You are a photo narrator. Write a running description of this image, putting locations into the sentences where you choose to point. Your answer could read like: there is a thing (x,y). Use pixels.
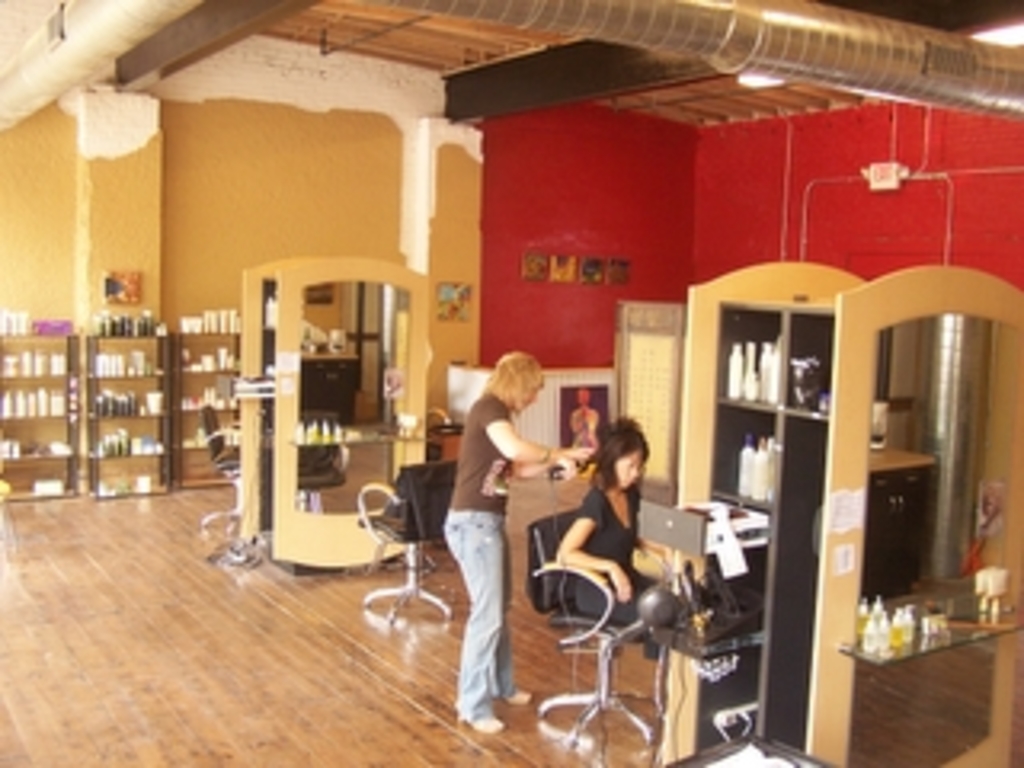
In this image we can see two people (608,564), among them one person (575,457) is standing and the other person (622,460) is sitting on the chair (545,550), we can see some different bottles (753,383) on the shelves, also we can see some pillars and the wall (792,124), at the top of the roof (646,76) we can see some lights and it looks like a salon shop (291,57).
